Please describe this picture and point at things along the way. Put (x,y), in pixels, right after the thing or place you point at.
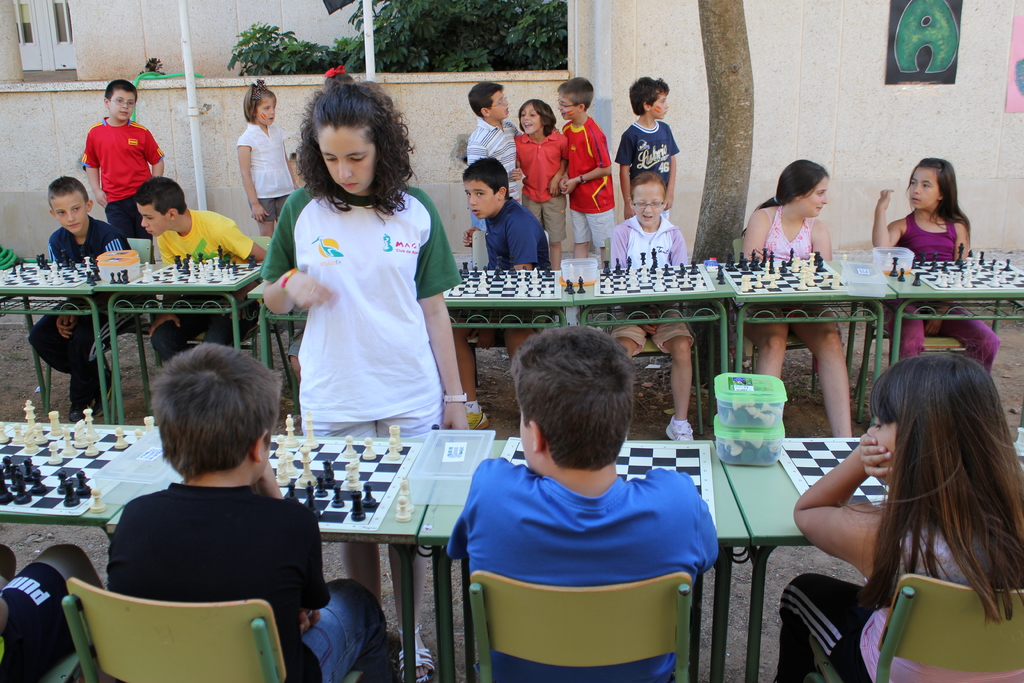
In the foreground of this image (204,473), there are person (404,409) playing chess (342,480) placed on the table (445,513). In the background (564,269), there are tables (689,294), chess boards (641,280), persons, boxes (595,270), tree (750,165), wall (625,51) and frames (919,58).
